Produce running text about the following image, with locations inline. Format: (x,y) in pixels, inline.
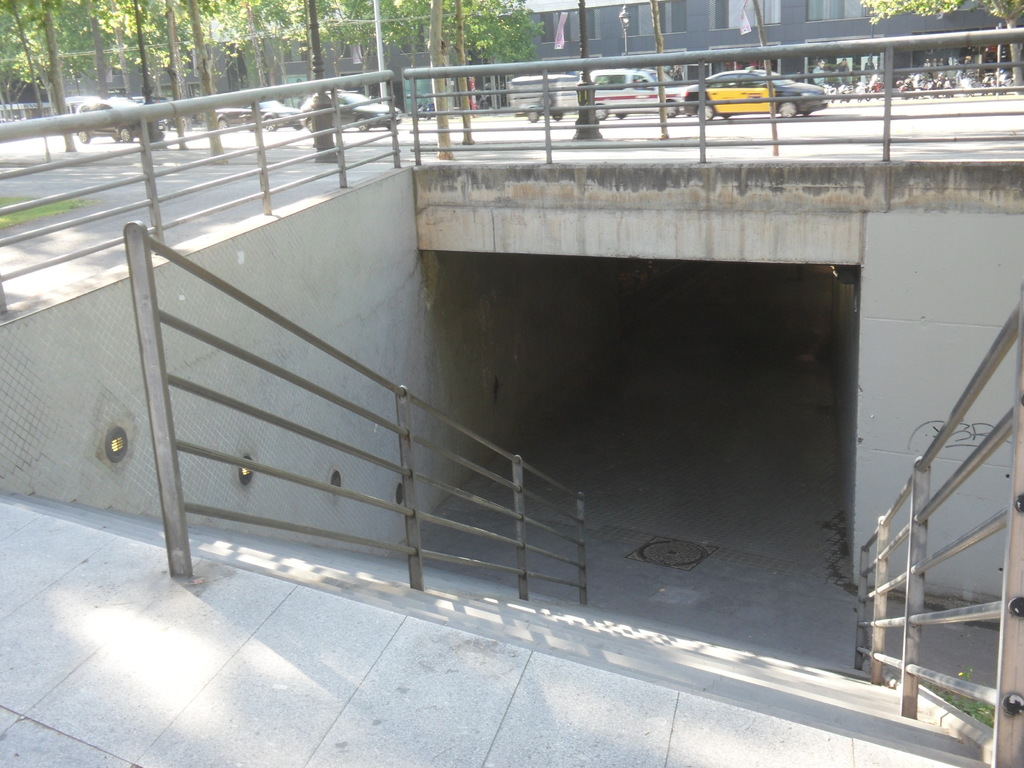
This picture is clicked outside. In the foreground (740,678) we can see the staircase (744,665), handrails (473,487) and in the center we can see the railings (800,98), poles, trees (500,54), vehicles (118,128) and in the background (838,28) we can see the buildings (746,38) and some other objects (977,73).
